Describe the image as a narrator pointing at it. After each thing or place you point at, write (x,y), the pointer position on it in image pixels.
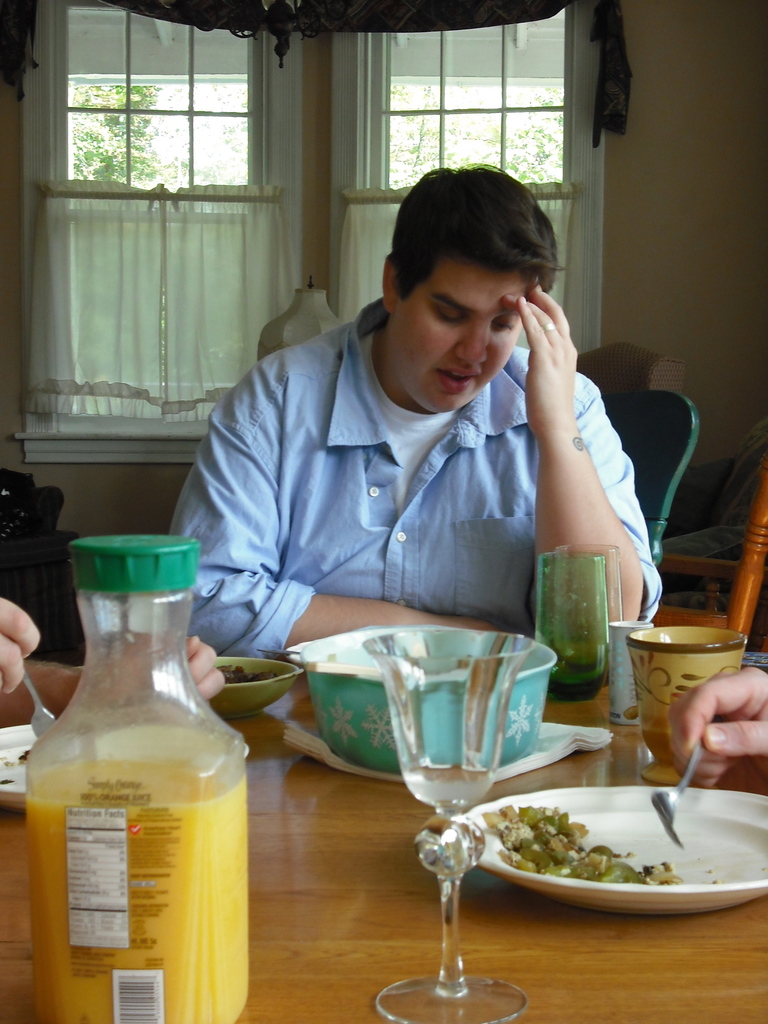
In this image I can see a table (381,834) in the front (411,934) and on it I can see a plate (718,842), few glasses (414,730), a bottle (94,558) and few other stuffs (241,690). In the background (243,629) I can see a man (338,365) and I can see he is wearing shirt (305,528). On the both side of this image I can see hands (221,672) of people (721,738) and I can see forks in their hands (701,735). I can also see a window (132,182) and curtains (226,195) in the background (228,241).
